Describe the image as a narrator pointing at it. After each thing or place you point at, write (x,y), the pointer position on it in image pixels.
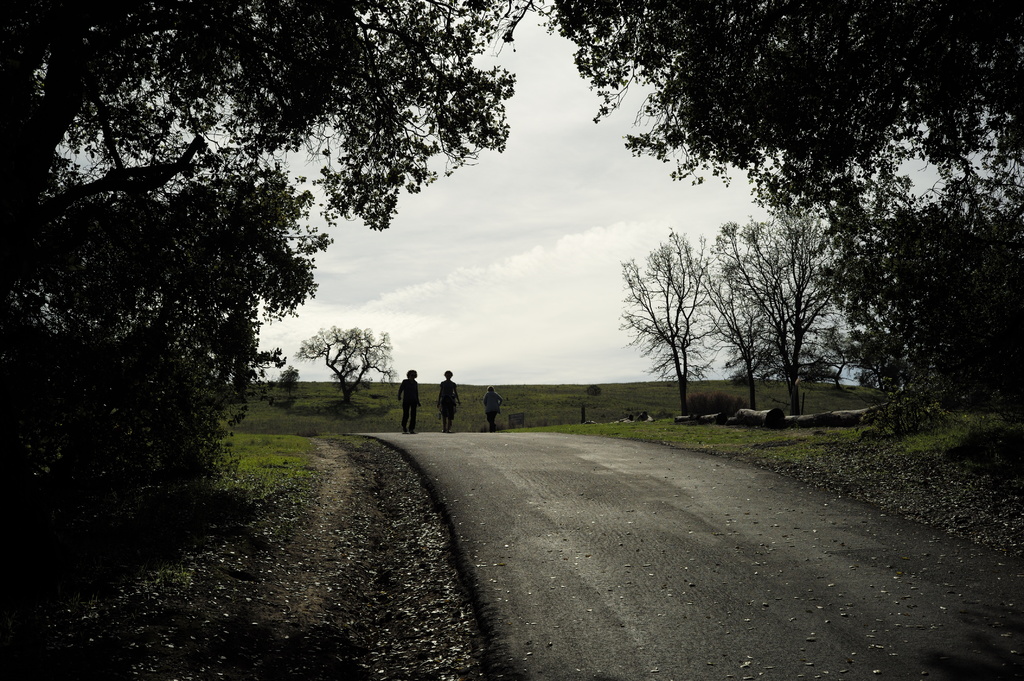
In the center of the image (489,390) there are people (446,412) walking on the road (568,518). There are trees (719,299) to the both sides of the image. In the background of the image (519,374) there is grass (541,399), sky (444,257).
